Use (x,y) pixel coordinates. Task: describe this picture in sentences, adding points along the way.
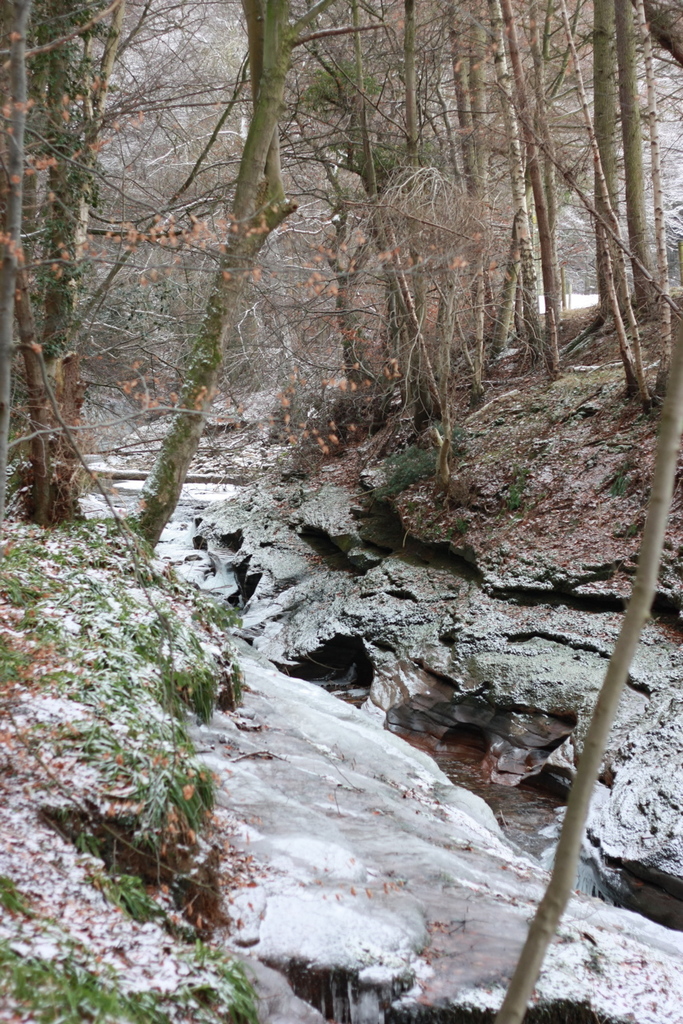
In this image there are full of trees (615,669). There is grass (182,991). There is mud (672,555). There is snow (307,766). There is a hill (493,350).
